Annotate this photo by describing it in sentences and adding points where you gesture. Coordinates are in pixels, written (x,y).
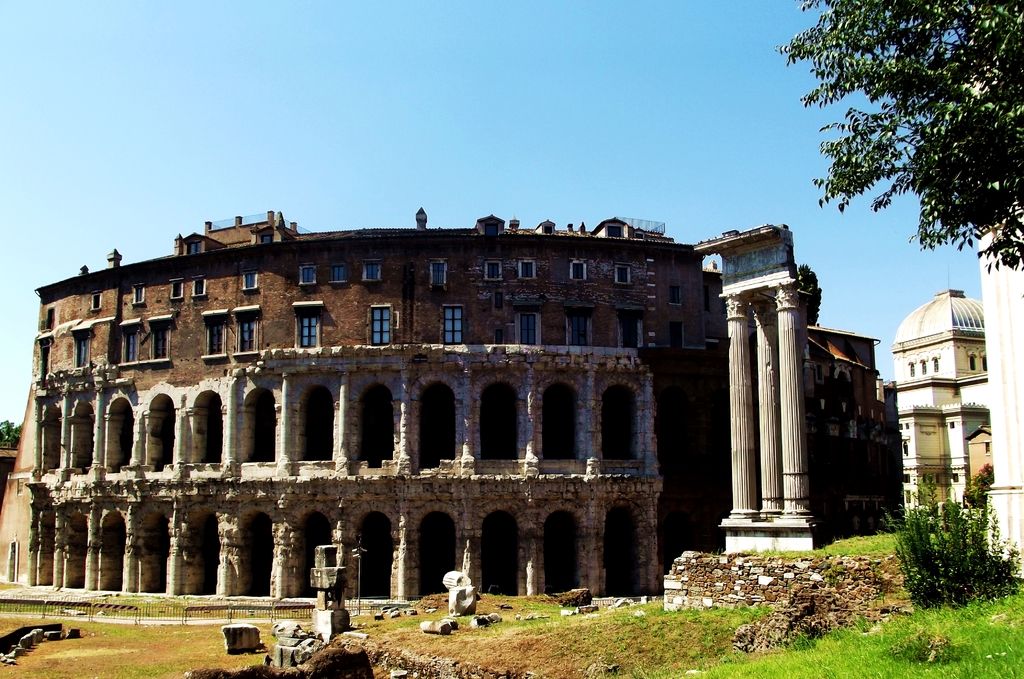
In this picture we can see buildings (464,566), pillars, trees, plants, grass (681,638), fence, some stones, some objects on the ground (562,654) and we can see sky (641,116) in the background (656,110).
